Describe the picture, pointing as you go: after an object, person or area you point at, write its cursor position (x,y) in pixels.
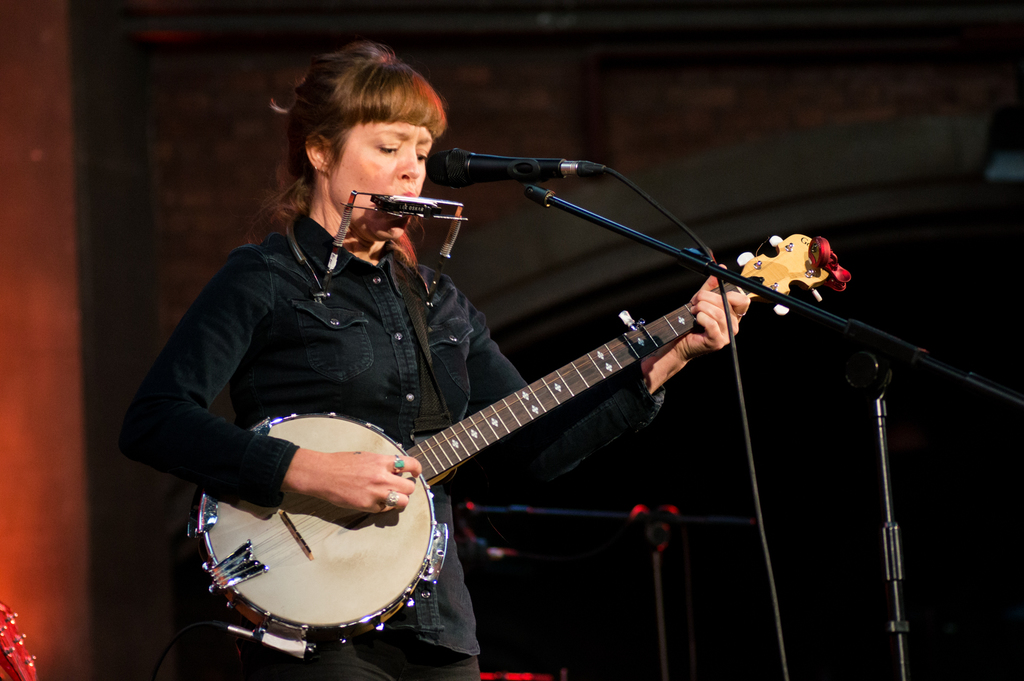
Here we can see a woman (353,148) is standing and playing a musical instrument (305,570), and in front here is the microphone (516,172), and here is the stand (771,298).
